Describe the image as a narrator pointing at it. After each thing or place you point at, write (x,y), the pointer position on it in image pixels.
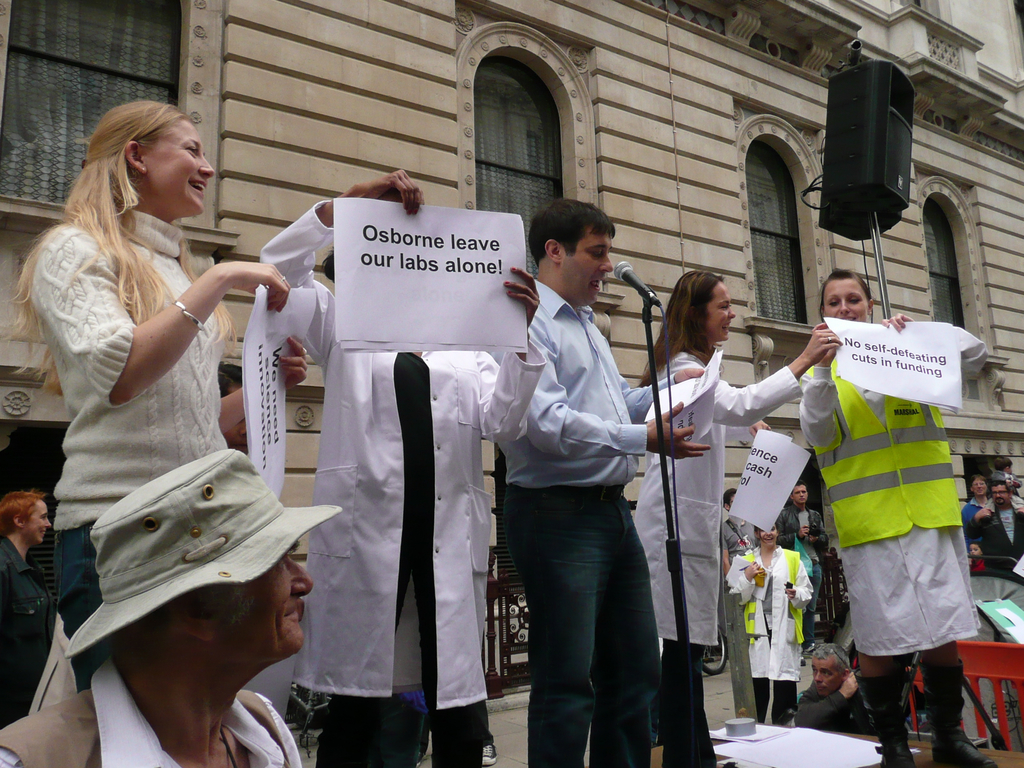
In this image we can see persons (568,365), microphone (665,309), papers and other objects (665,309). In the background of the image (793,26) there is a building (380,13), persons (999,464) and other objects (867,178).
